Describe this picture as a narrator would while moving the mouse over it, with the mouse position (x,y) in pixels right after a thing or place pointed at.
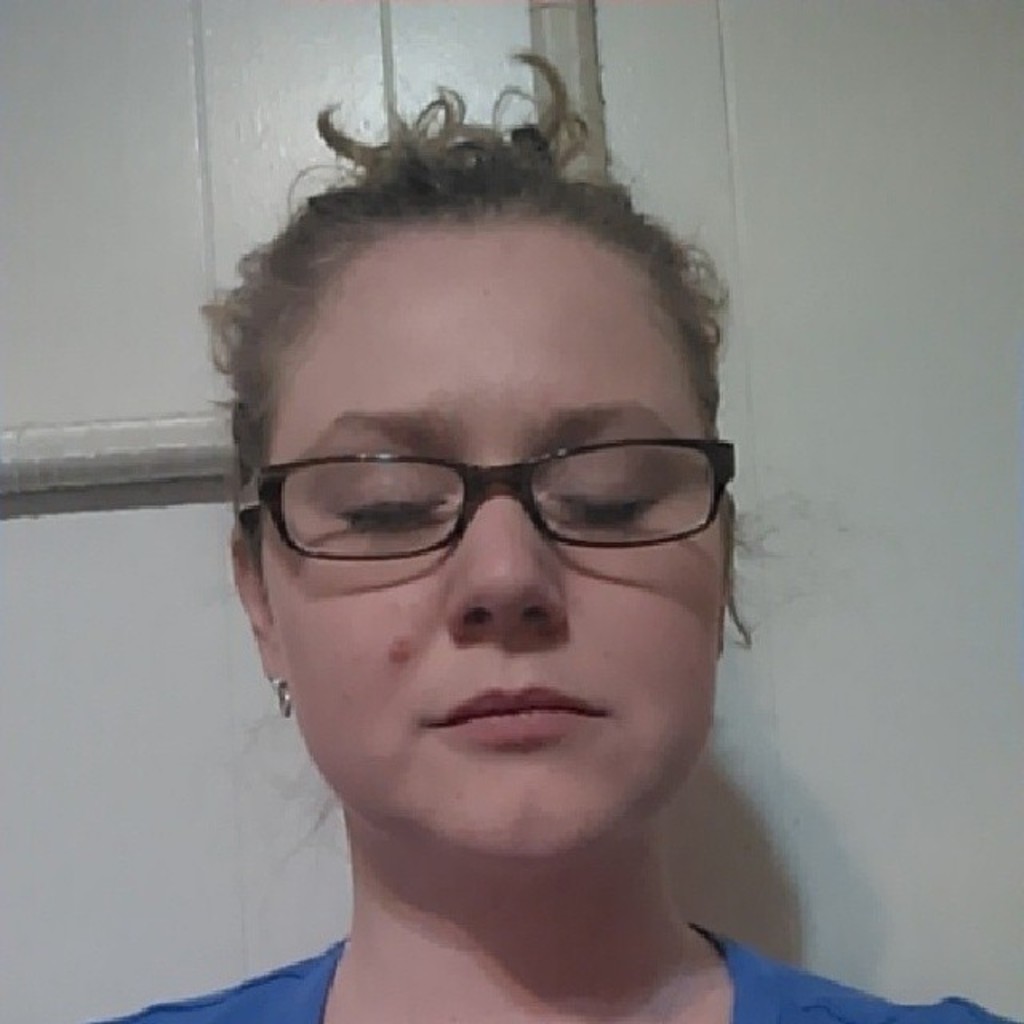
In this picture I can see there is a woman (625,504) and she is wearing a blue color shirt (935,1023) and she has spectacles (615,531). In the backdrop (815,184) there is a white color wall (727,199).
